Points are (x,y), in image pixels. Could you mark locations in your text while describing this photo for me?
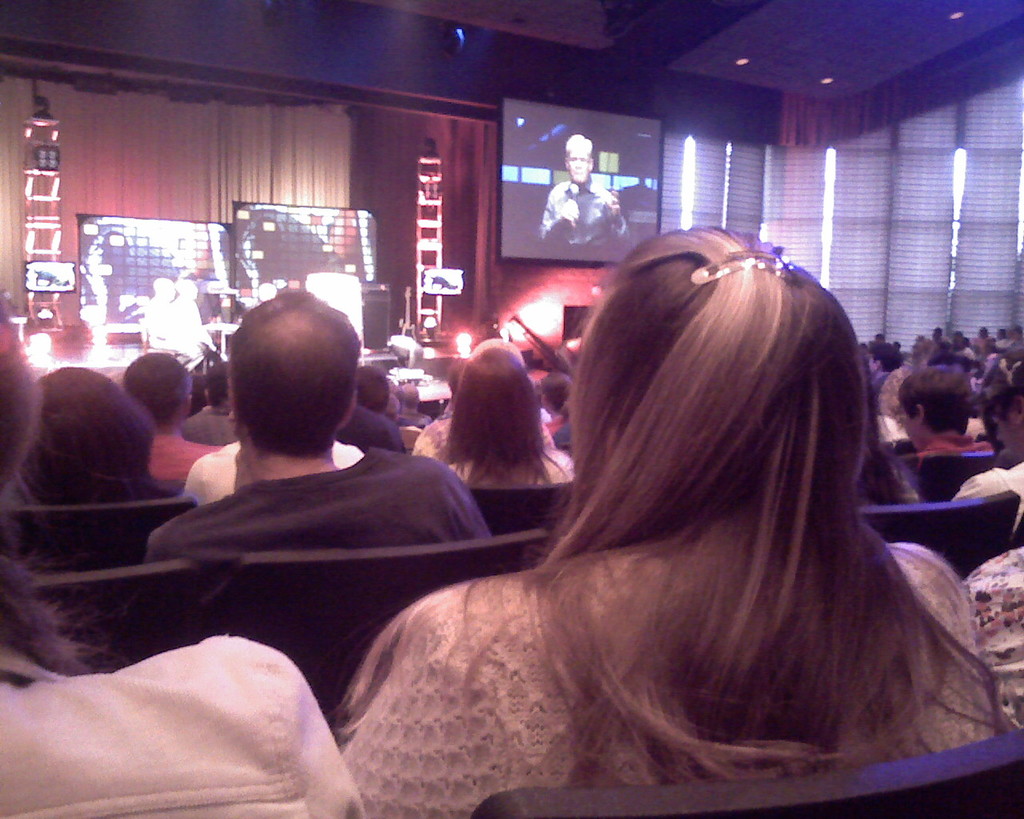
In the image we can see there are people (325,483) sitting and they are wearing clothes (190,332). We can even see there are many chairs (269,615) and the lights (429,242). Here we can see the screens (624,135).
